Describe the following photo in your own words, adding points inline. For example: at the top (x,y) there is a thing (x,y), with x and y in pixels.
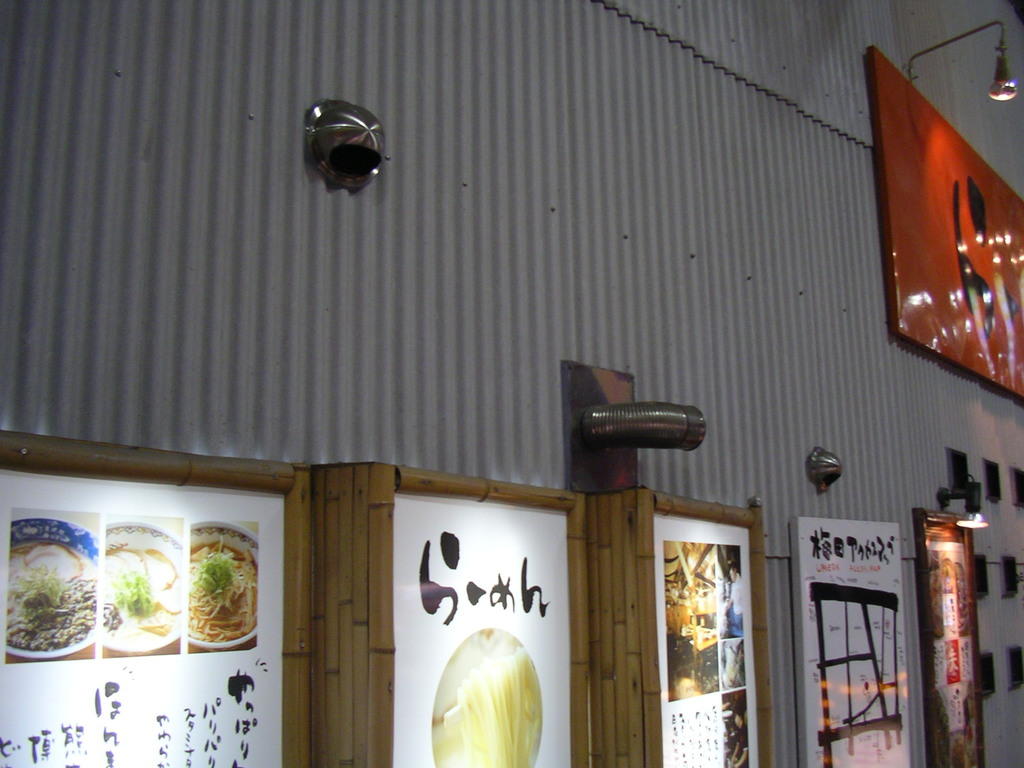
In this image, to the metal sheet (430,339), there are few, metal objects (366,137), banners (936,262), lamps (1002,87) and frames (382,677).
